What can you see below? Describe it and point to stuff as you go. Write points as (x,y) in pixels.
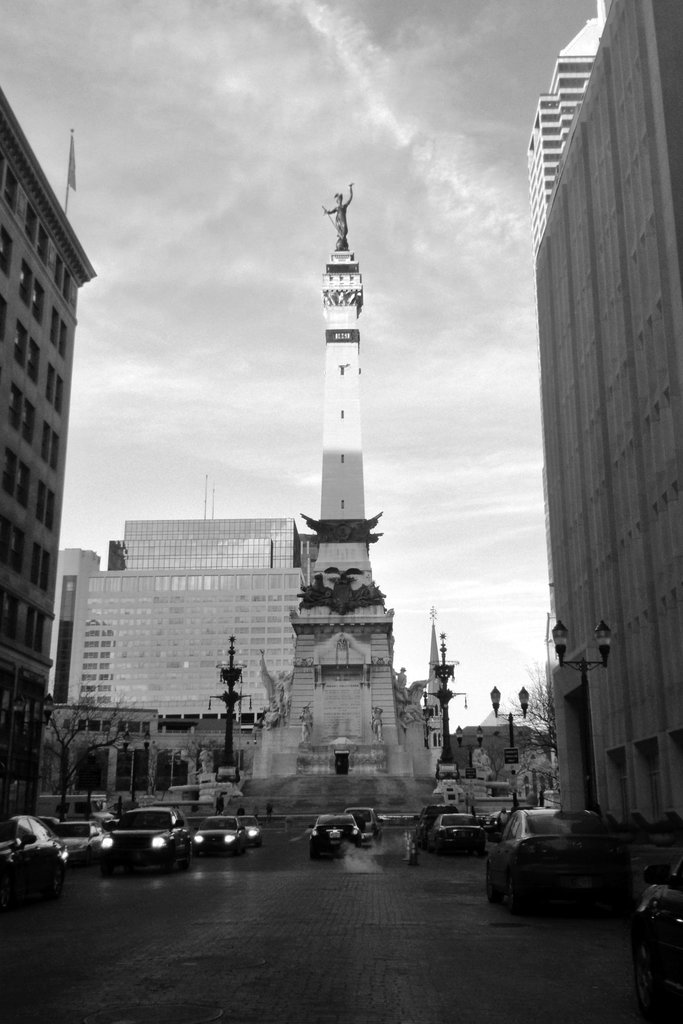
In this picture we can see vehicles (44,861) on the road (222,934), buildings (638,525), statues (376,595), trees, poles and lights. In the background of the image (437,295) we can see the sky (422,426).
